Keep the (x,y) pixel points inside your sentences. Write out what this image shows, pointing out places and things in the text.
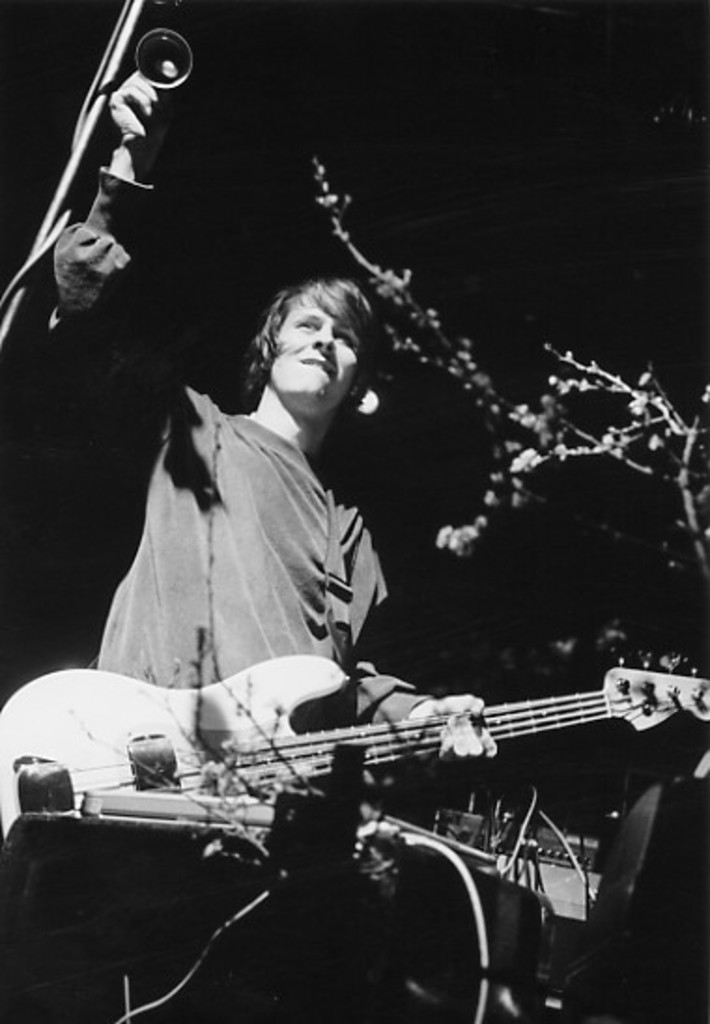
The person (258,568) is holding a guitar (80,749) in his hand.
